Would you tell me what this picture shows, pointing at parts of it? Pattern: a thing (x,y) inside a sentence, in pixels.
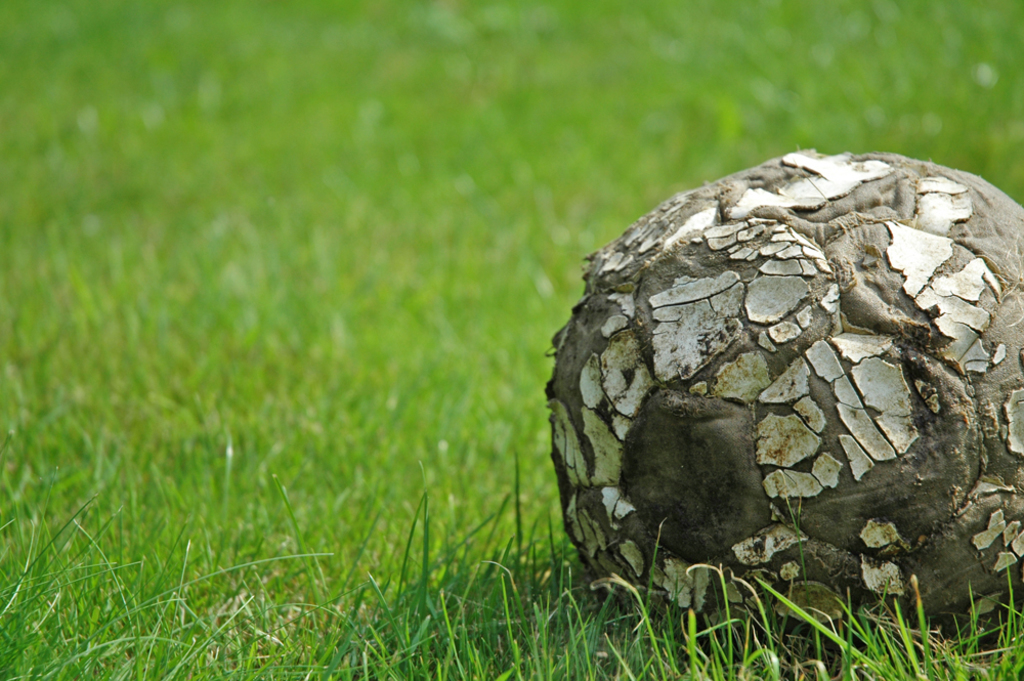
In the image, we can see grass (350,323) and one ball (602,356).
